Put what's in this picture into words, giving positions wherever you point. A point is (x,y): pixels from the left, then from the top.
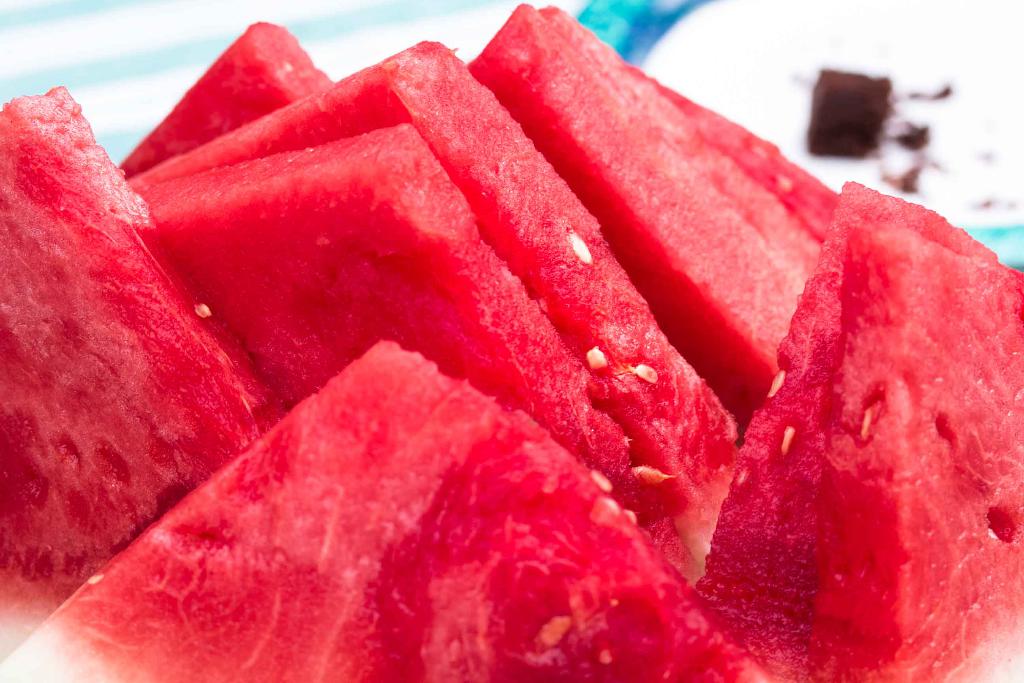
In this image I can see few fruits (455,368) in red color and I can see the white color background (813,70).
